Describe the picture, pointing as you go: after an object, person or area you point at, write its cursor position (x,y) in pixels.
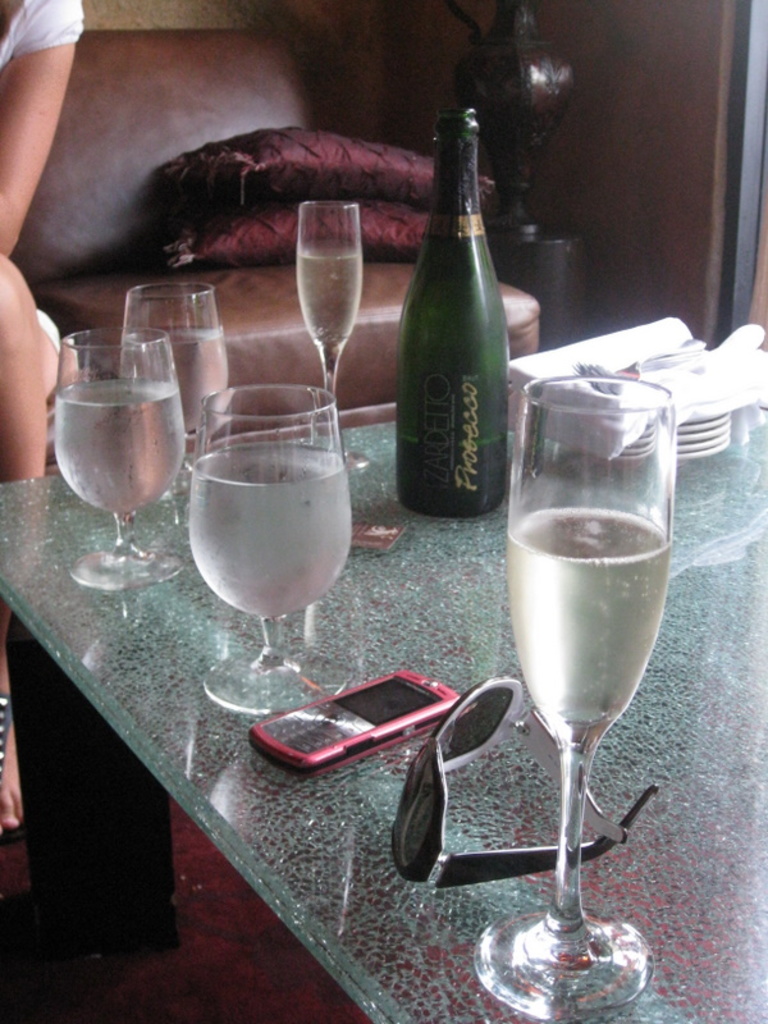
This image is clicked inside the room (487,671). In the front (251,462), there is a table (415,576) on which there are wine glasses (524,442) along with a bottle (471,365). And there is a phone (310,733) along with the shades (439,788). On the left (41,170), we can see a woman (3,239) sitting on a sofa (119,223). On the left (249,218), we can see two pillows (418,159) on the couch (290,360).
